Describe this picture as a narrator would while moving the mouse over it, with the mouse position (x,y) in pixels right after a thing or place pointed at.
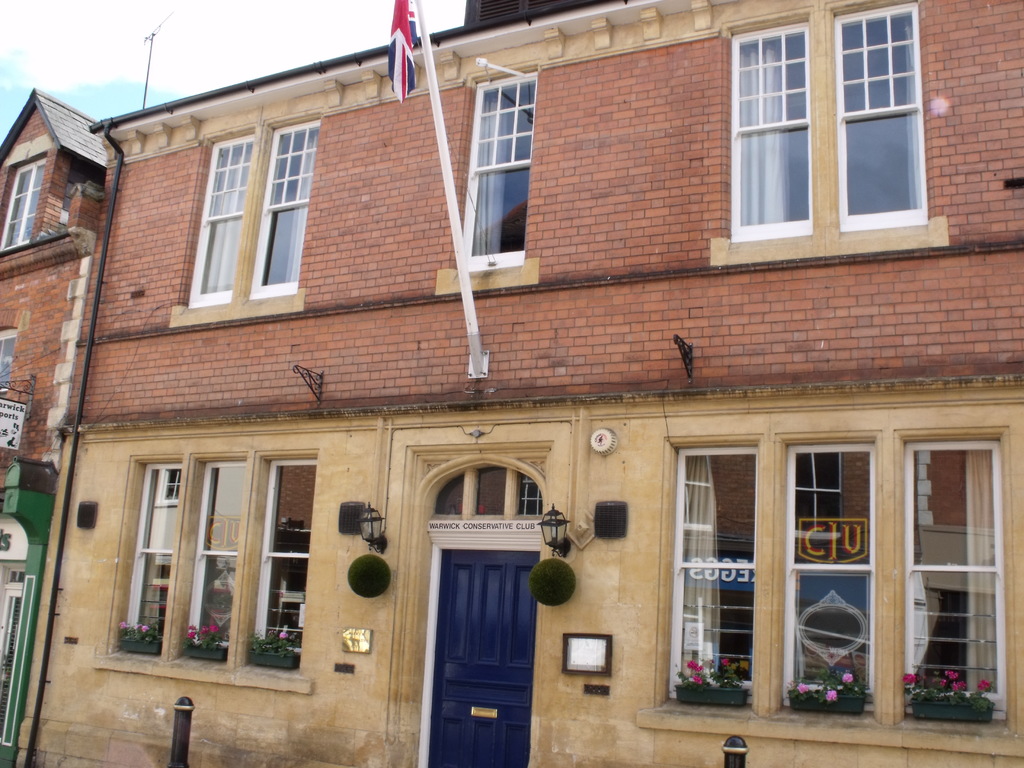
In this picture I can see a building (832,661) in front (194,266) and I see number of windows (226,235) on the wall (1014,188) and I see the plants (702,680) near to the windows (850,644) on which there are flowers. On the top of this image (443,163) I see a pole (434,116) on which there is a flag (394,44) and in the background (130,66) I see the sky (160,66).
